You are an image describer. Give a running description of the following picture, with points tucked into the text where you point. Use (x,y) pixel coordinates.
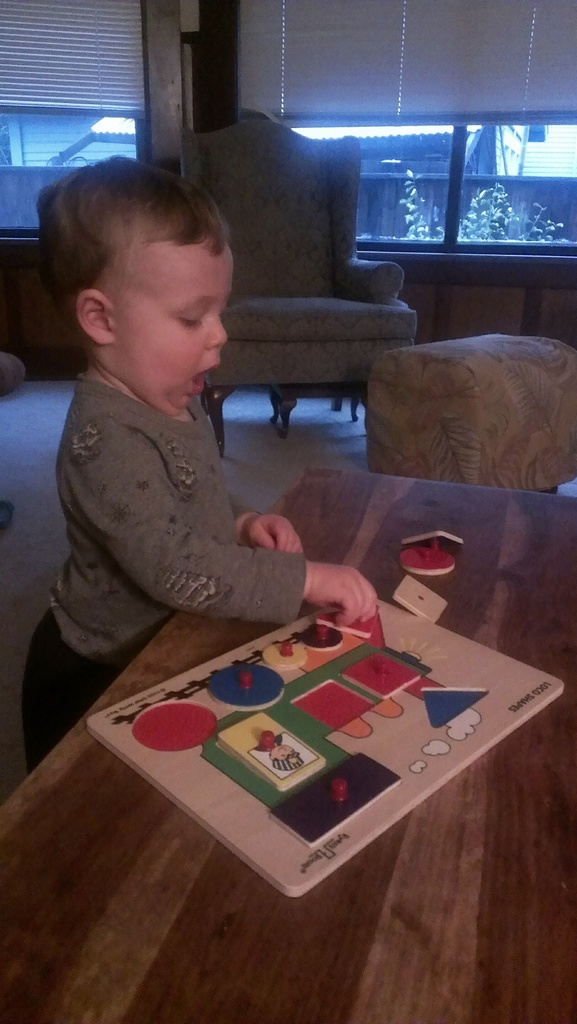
A boy (133,435) is playing with a toy (364,740) on a table (364,513) in front of him.
